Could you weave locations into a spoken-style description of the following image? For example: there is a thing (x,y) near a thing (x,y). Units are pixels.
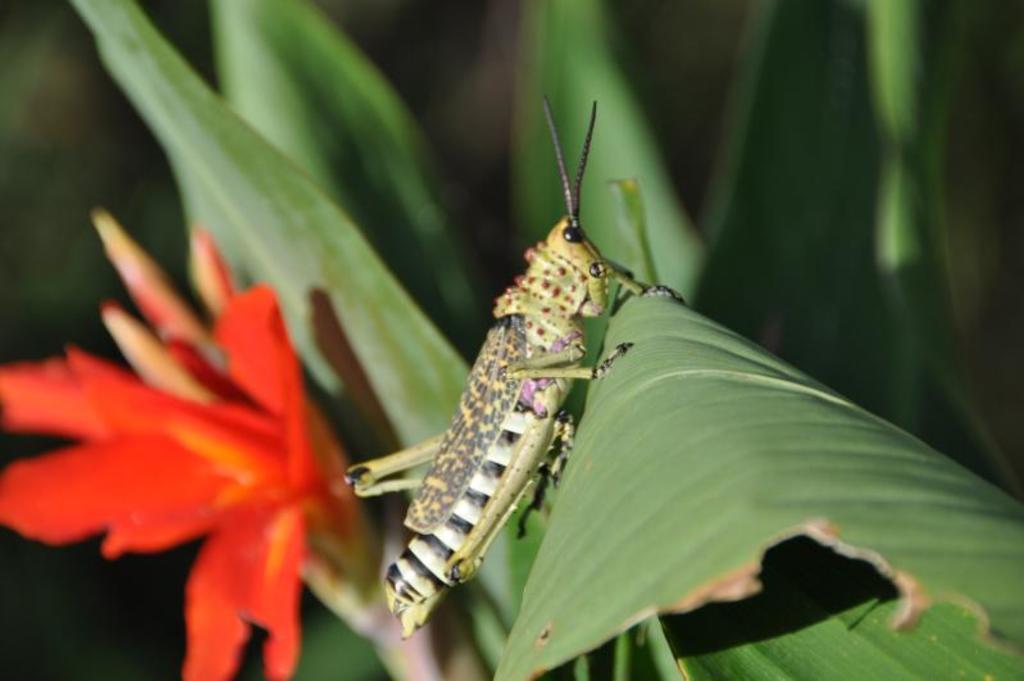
In this image in the front (488,385) there is an insect (523,362) which is on the leaf (628,421). In the background (193,346) there are leaves (390,223) and there is a flower (297,461).
